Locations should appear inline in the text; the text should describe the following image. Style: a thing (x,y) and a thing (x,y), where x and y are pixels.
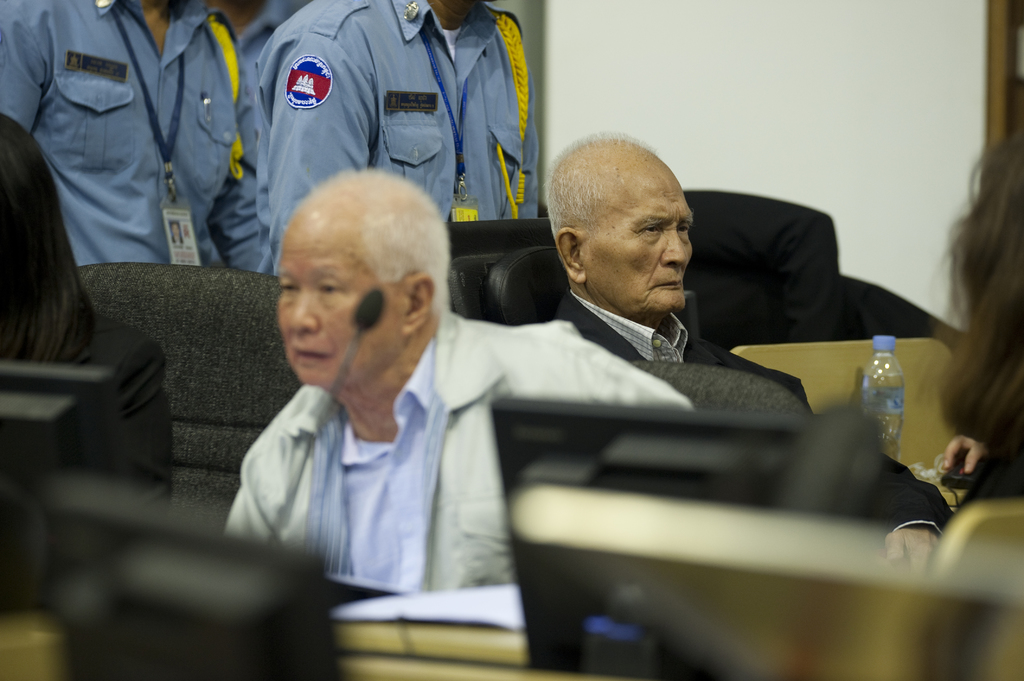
In this image, there are a few people (309,424). Among them, some people (580,248) are sitting on chairs (282,387). We can also see some objects (540,557) like laptops (244,603), a bottle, a microphone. We can also see the wall (788,198).
